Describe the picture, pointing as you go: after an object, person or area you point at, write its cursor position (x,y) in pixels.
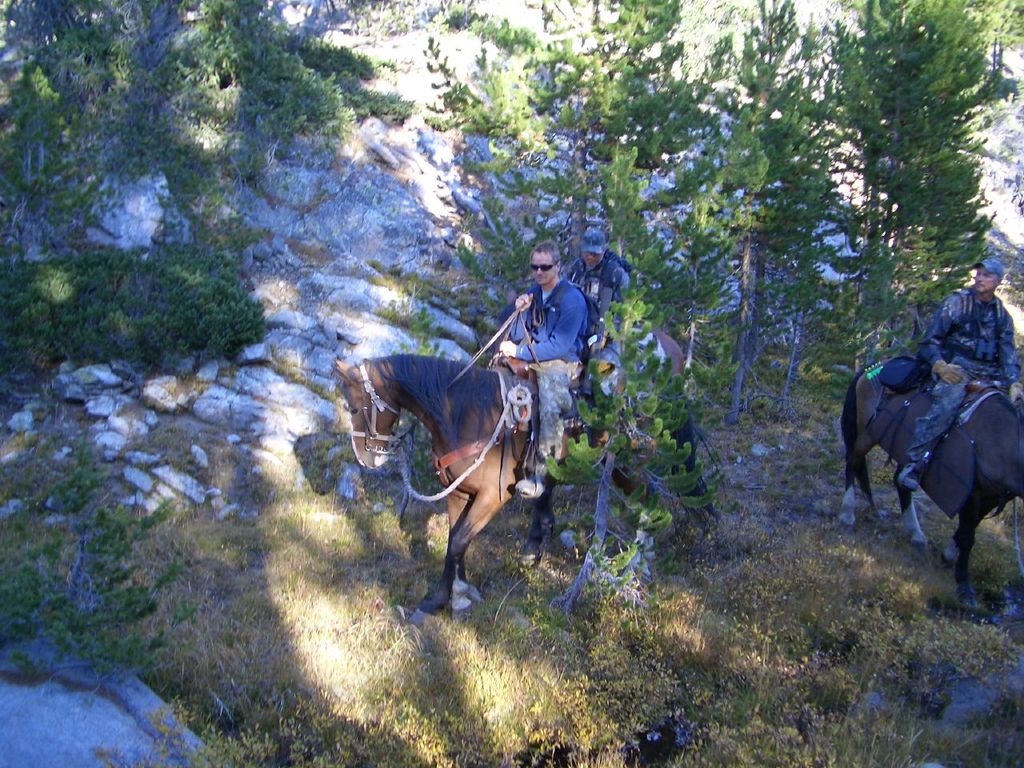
As we can see in the image there are hills (305,10), grass (269,569), trees (216,53) and three people (570,317) sitting on horses (488,418).
